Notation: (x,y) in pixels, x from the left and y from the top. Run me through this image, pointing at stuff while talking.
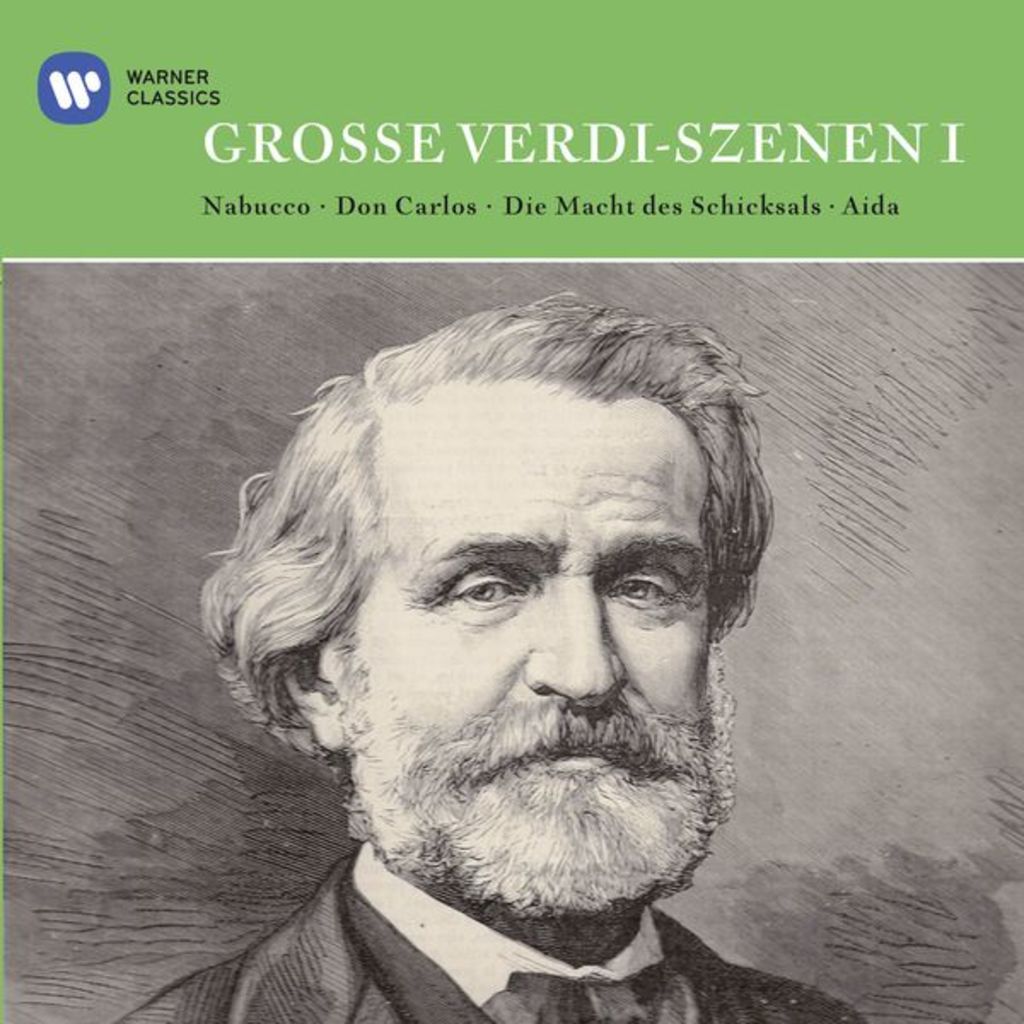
In this picture there is a poster (340,564). On the bottom (604,987) there is a man (380,629) who is wearing suit (313,979). On the top (663,210) we can see something is written in german.
